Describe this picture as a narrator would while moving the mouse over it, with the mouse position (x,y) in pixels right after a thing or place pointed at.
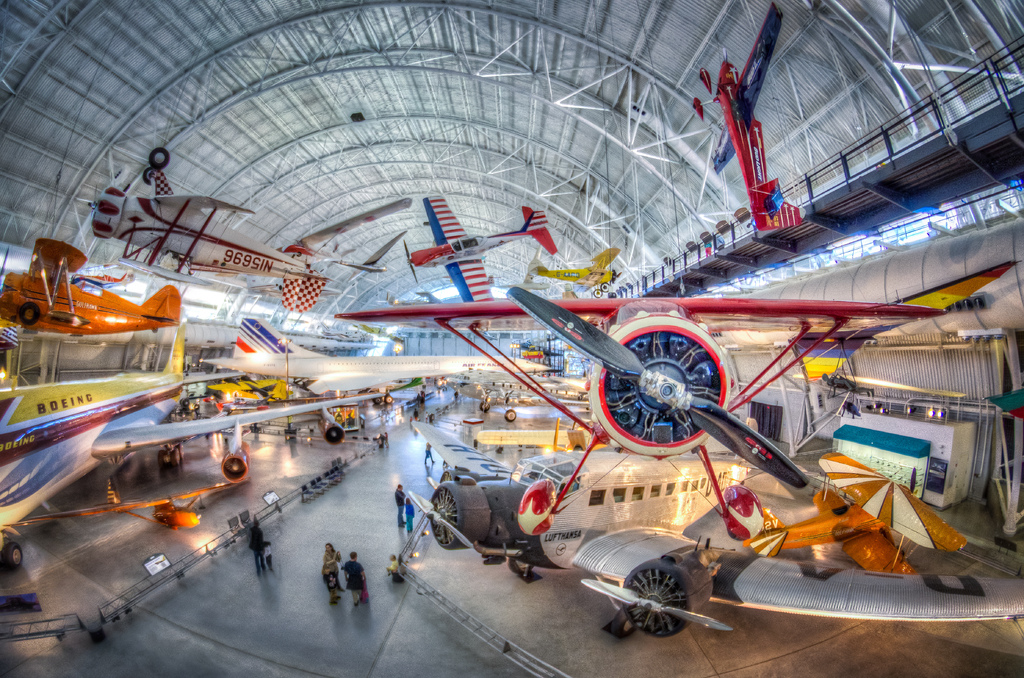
In the image there are many aeroplanes (332,375) on the floor (888,632) and hanging to the ceiling (672,183) and there are many people (332,555) walking in the middle path (321,636), this seems to be in a aircraft museum (519,124).
